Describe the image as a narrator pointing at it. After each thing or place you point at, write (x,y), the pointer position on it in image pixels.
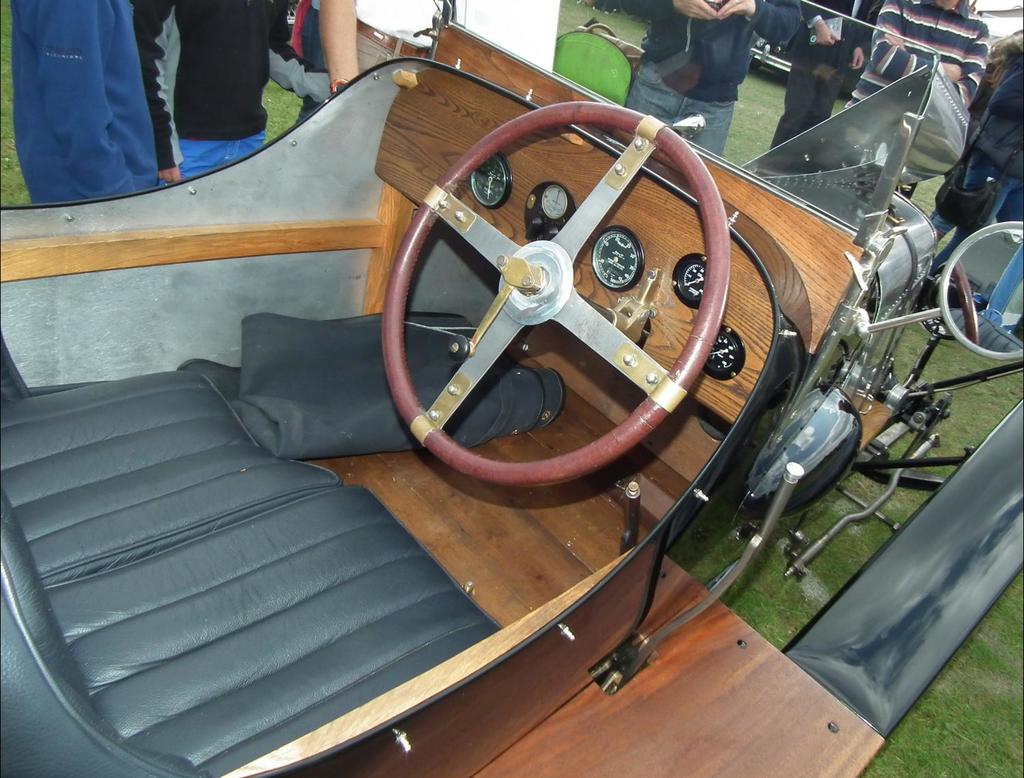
In the picture we can see a vintage car (590,723) which is a very old model with steering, and some meters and a seat (373,690) which is black in color and some people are standing around it on the grass surface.
